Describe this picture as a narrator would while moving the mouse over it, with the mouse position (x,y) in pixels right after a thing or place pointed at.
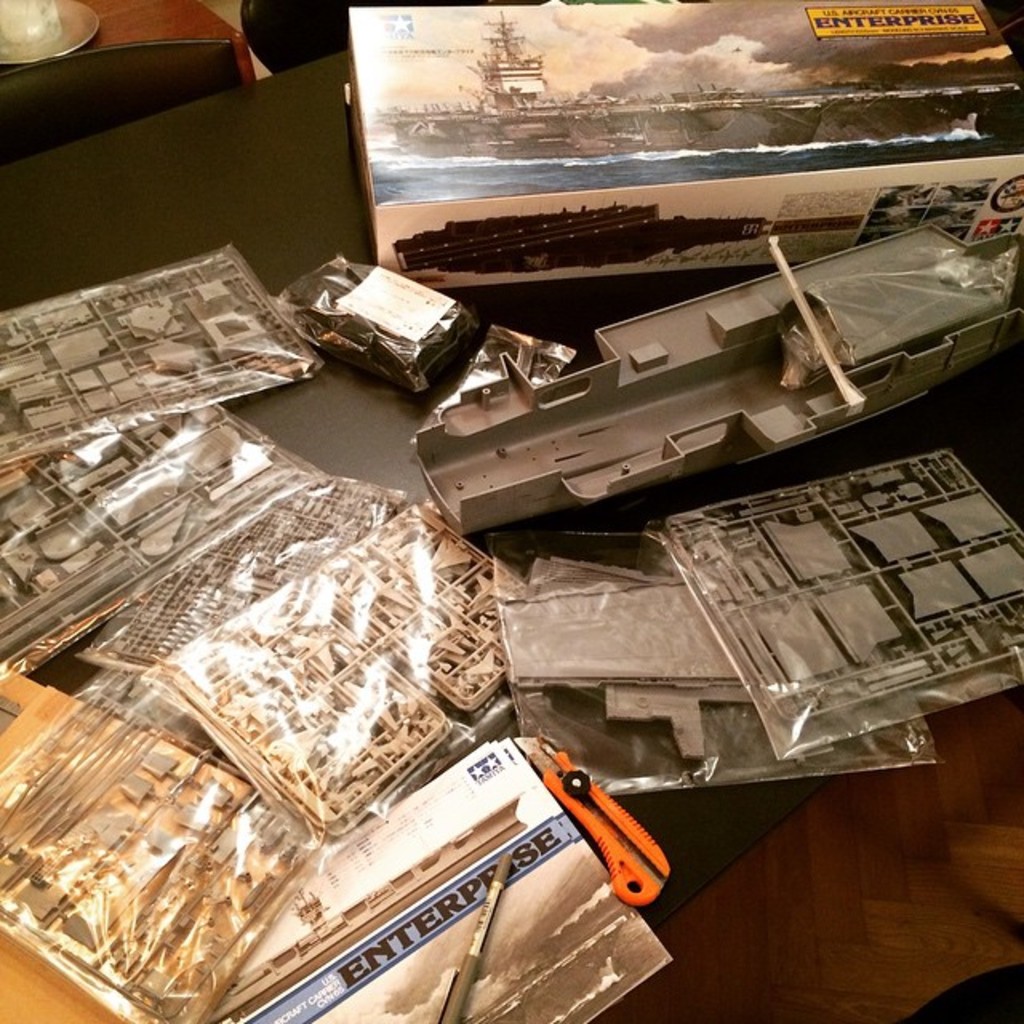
This is the table (143,164), on the top of the table (380,382) there is a toy box (616,166) of a ship (645,128) and these are the items (195,612) which need to construct the ship (477,509) which are packed in the covers (631,541) and we need to construct this items (612,580) by looking reference to the box (692,160) and the one in orange color is a knife (598,846).
